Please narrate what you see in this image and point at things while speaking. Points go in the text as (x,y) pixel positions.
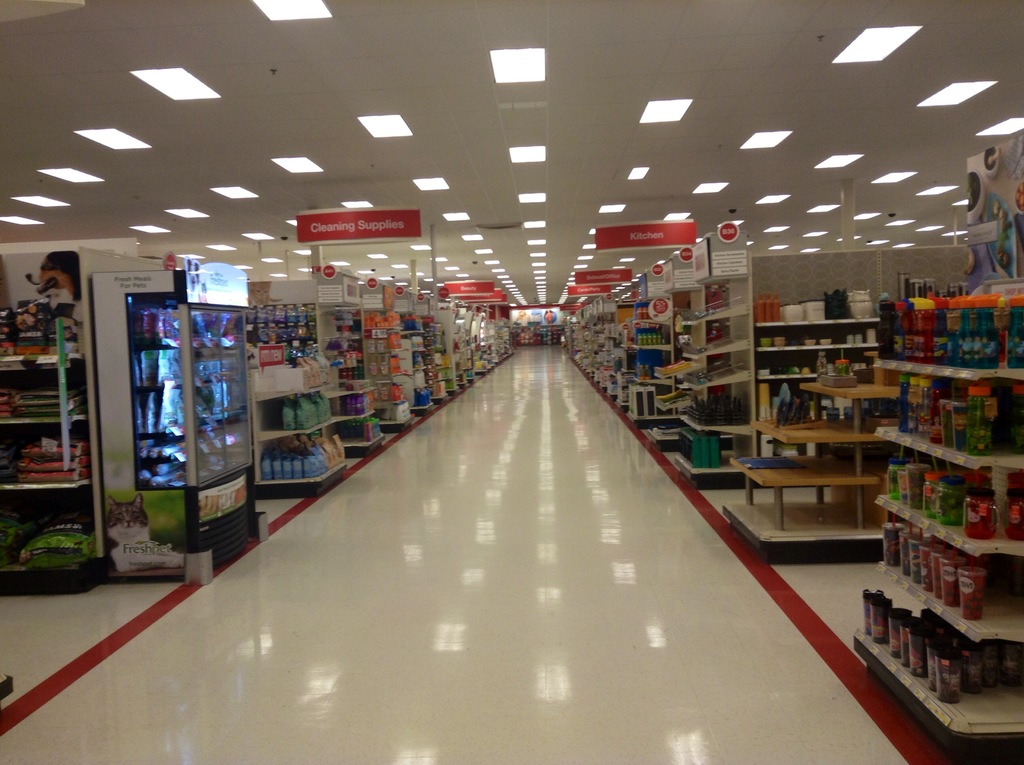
On the right side (929,389), we see a rack (981,626) in which drink bottles (948,513) and cups (973,581) are placed. On either side of the picture, we see the racks (723,456) in which many objects (394,363) are placed. At the top (410,211), we see the boards (672,228) in red and white color with some text (718,261) written on it. At the top of the picture (486,226), we see the ceiling (520,193). This picture might be clicked in the mart (409,595).
